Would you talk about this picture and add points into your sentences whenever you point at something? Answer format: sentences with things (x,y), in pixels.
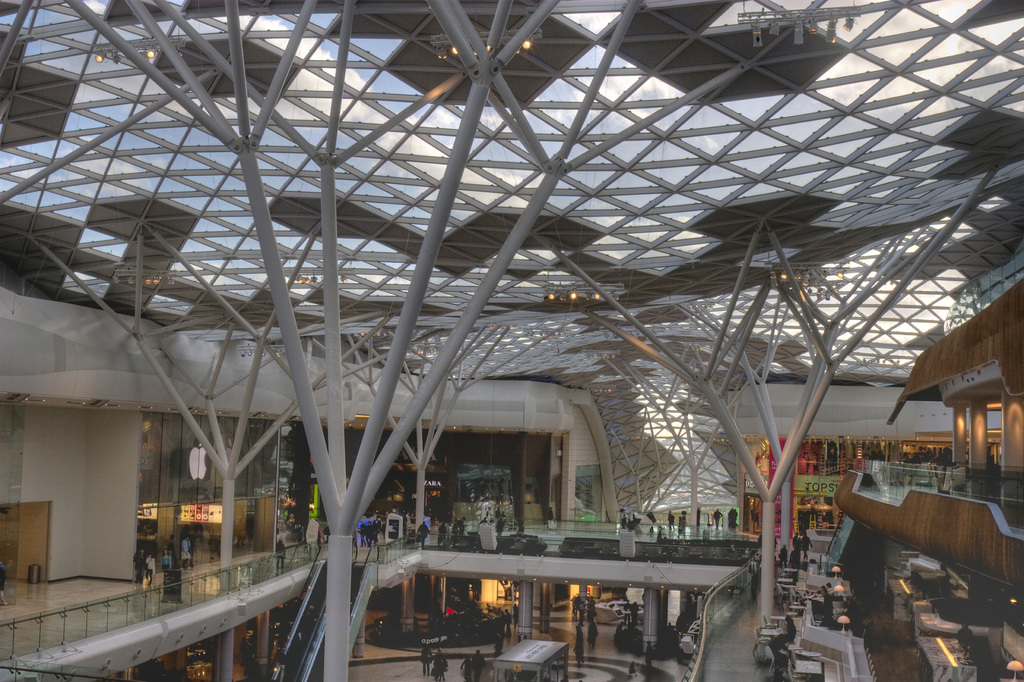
In this picture we can see an inside view of a building (595,356), here we can see people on the floor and we can see pillars (381,482), roof (593,382), lights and some objects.
